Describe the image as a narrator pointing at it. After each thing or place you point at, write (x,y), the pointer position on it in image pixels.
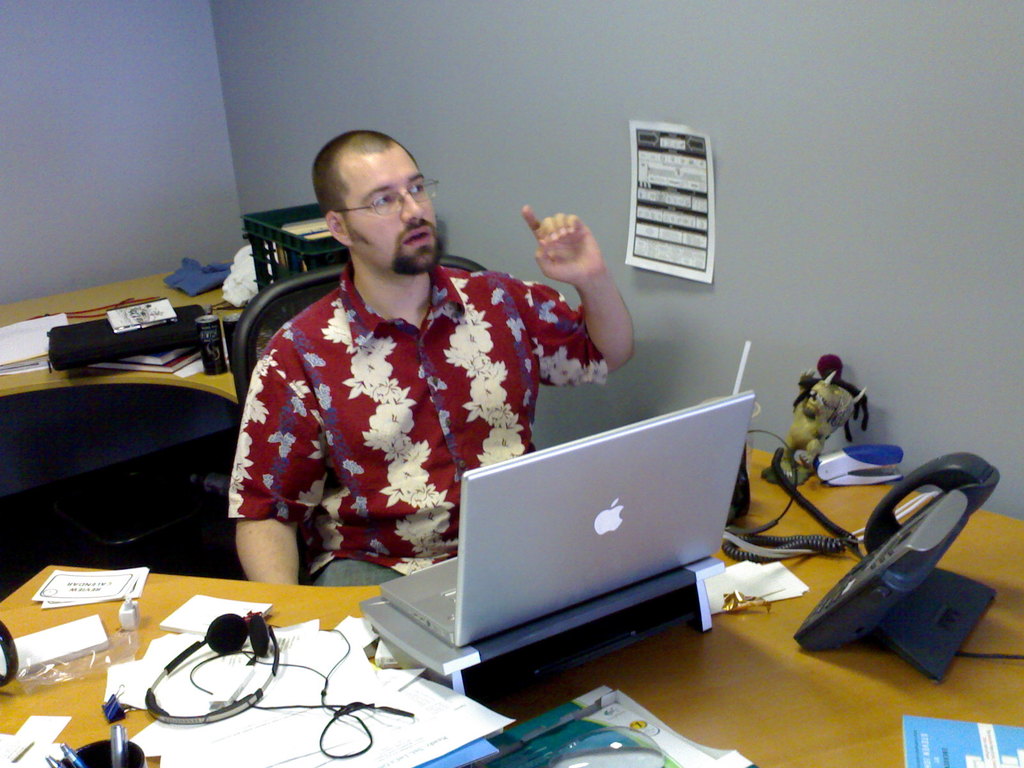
A person (424,377) is sitting on a chair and wearing a red shirt (406,398), in front of him there is one laptop (552,572) and one land line (907,641) and headphones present on the table (823,700) and behind the person (392,376) there is another table (214,379) where files (32,338), basket (267,264) and cloths (226,295) are present and behind them there is a wall (567,211) and paper (662,124) sticked to it.
